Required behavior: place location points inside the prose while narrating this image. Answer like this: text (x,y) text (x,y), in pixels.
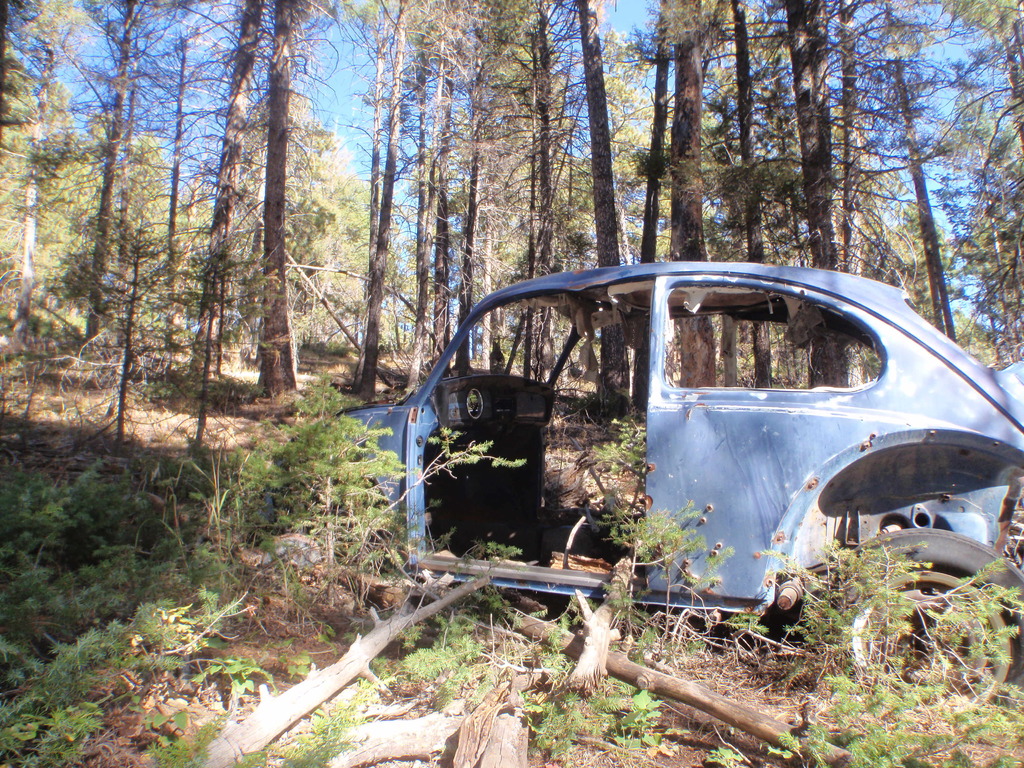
It is an old car (689,519), these are the green trees (609,186). At the top (359,82) it is the blue color sky (343,85).
